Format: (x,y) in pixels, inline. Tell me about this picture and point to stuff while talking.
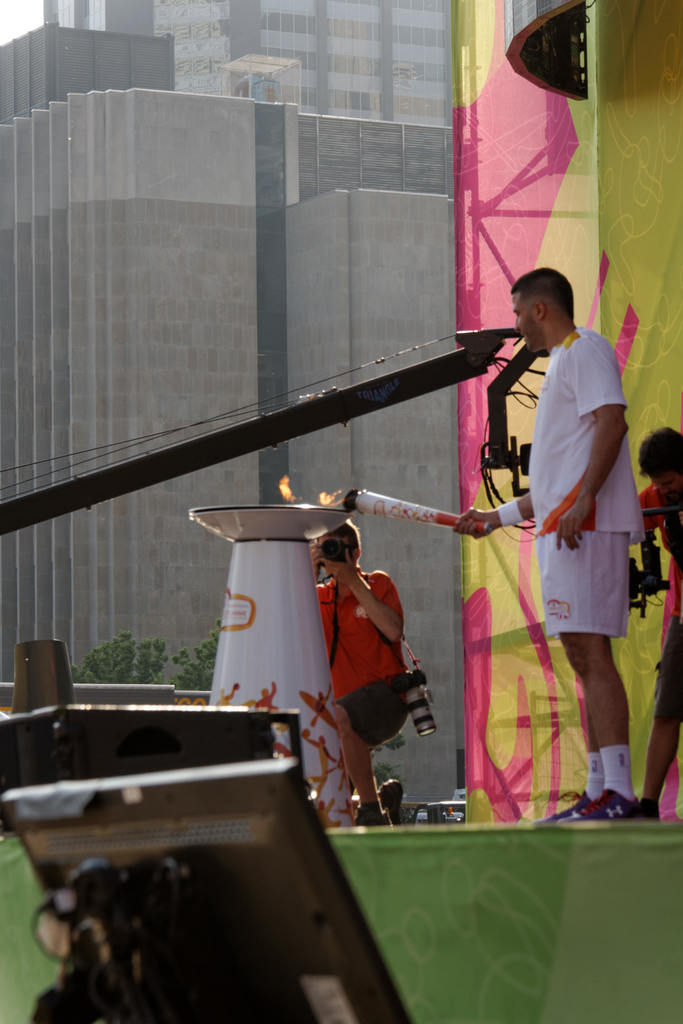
Man (559,573) is standing holding an object (430,518), here there is a building (269,247), a person (347,532) is holding camera (331,550), this is monitor (220,866).
